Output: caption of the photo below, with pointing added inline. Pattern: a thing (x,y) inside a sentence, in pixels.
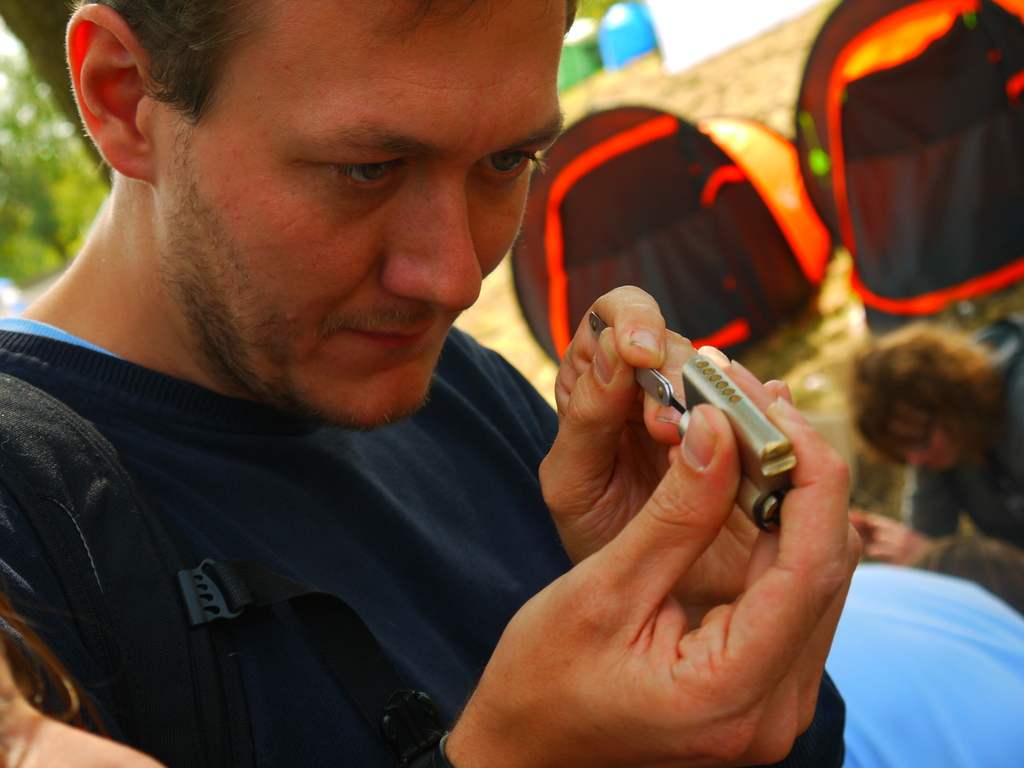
In the foreground (254,155) I can see a man (142,292) is holding a harmonica (759,514) in hand (676,369). In the background (830,334) I can see two persons (873,407), ground (800,339) and trees (20,18). This image is taken during a day.
